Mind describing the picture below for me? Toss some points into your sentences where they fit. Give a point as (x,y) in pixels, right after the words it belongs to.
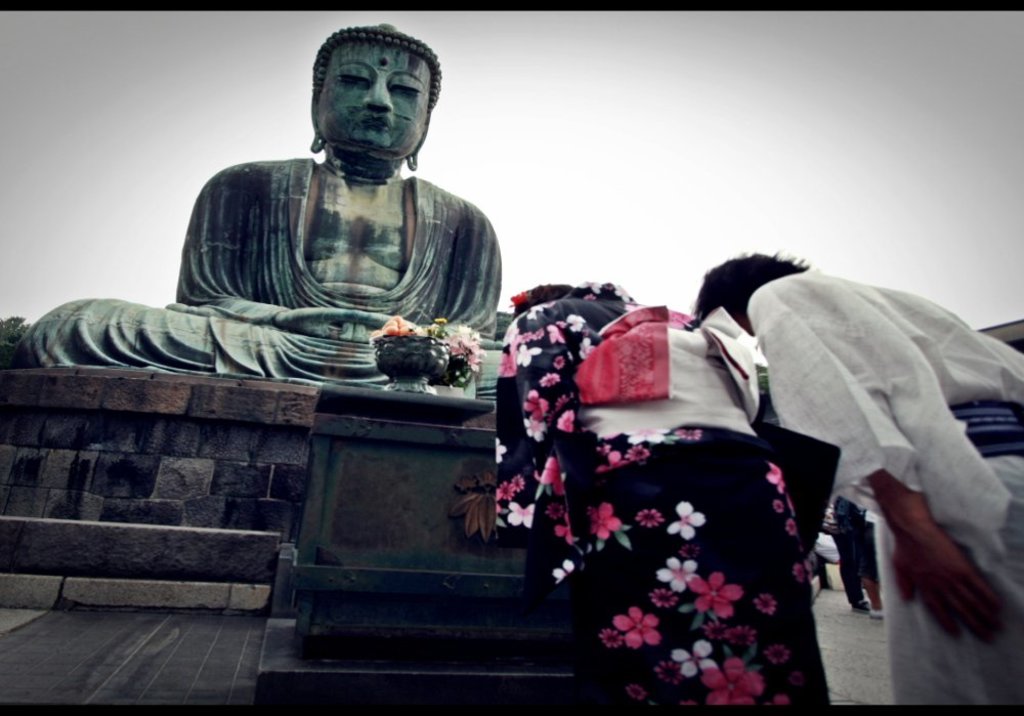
In this picture I can see there is a statue (350,309) of a person (301,330) and there are two persons (669,497) standing at right side (915,594). In the backdrop (550,99) the sky (537,139) is clear.
